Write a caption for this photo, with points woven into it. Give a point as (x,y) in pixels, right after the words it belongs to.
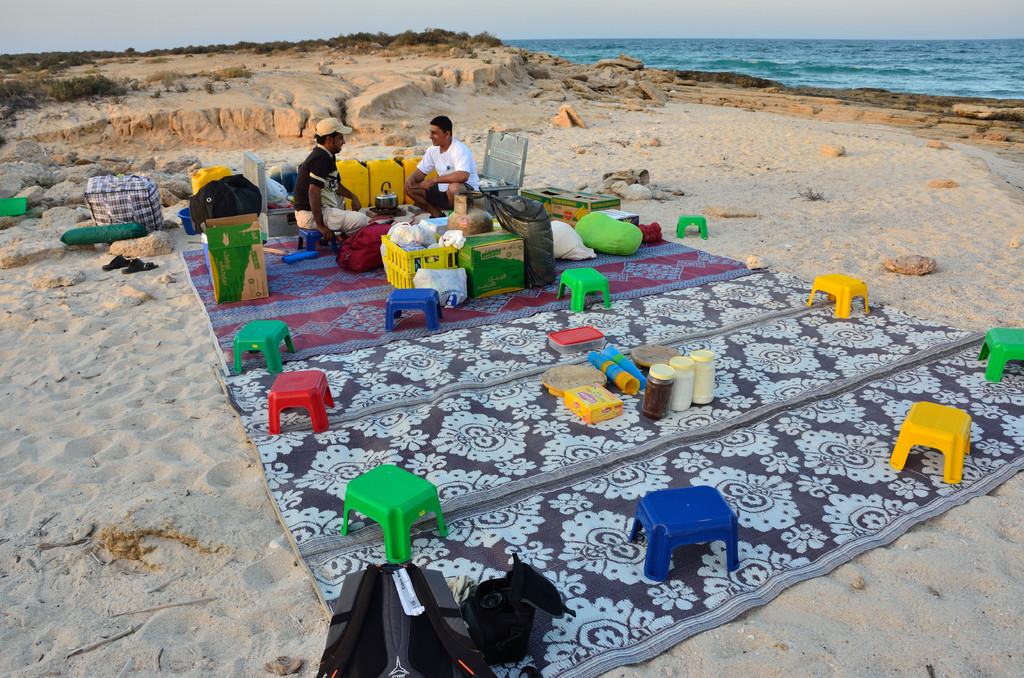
There is sand (147,414). On that there are mats (362,304). On the mats (349,315) there are bags (482,627), stools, bottles (685,380), boxes (511,288) and many other items (423,268). Also there are two persons (428,162) sitting. In the background (446,40) there are plants (119,57), water (908,69) and sky (402,4).
